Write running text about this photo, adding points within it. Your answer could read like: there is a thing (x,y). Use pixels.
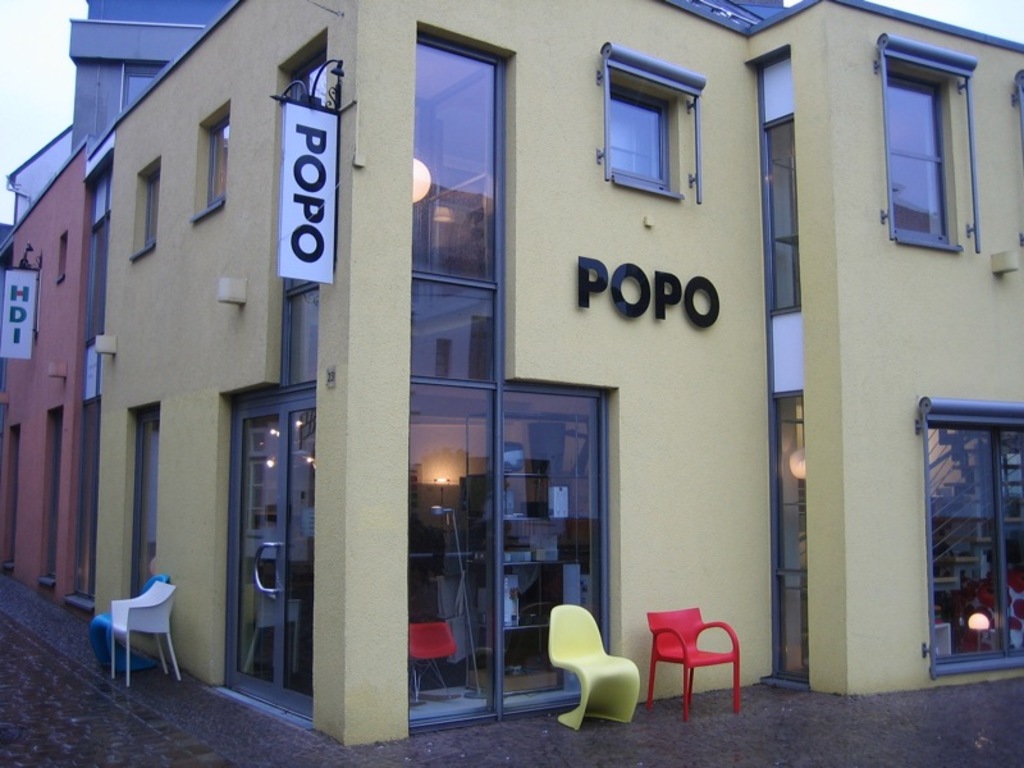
In the image there is some store (528,22) and the name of the store (557,268) is mentioned on the left side of the building (388,196) and there are also emblems (644,290) of the alphabets (604,277) in front of the building (621,574), there are few chairs (598,667) kept in front of the wall (321,590).
